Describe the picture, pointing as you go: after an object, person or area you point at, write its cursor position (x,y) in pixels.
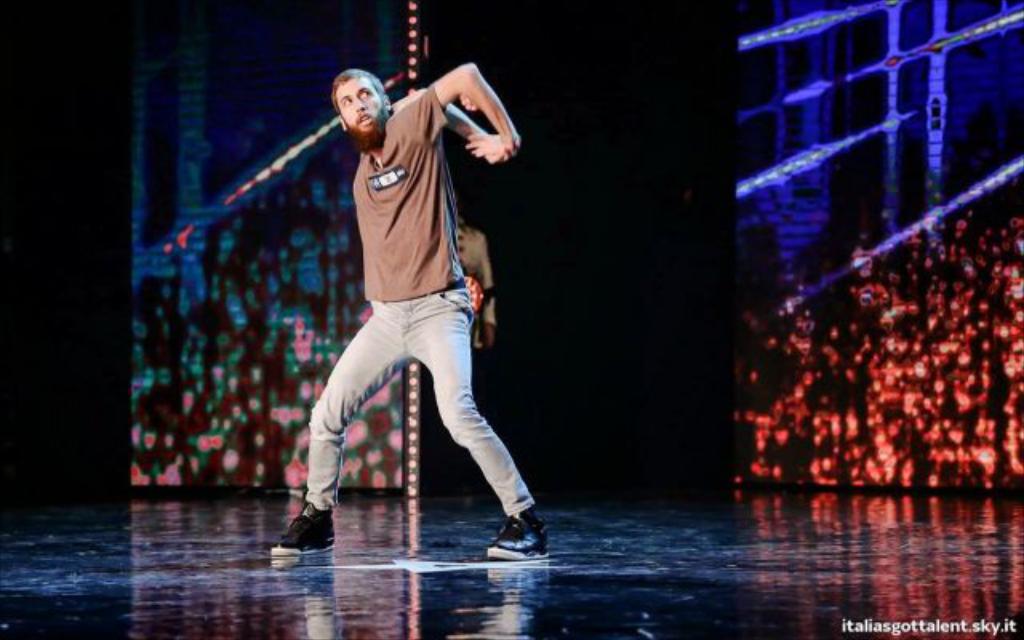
In this picture we can see a man (441,320) is standing in the middle (422,308), on the right side (801,235) there is a screen (1004,235), we can see a dark background (73,109), there is some text (861,623) at the right bottom (908,623).
